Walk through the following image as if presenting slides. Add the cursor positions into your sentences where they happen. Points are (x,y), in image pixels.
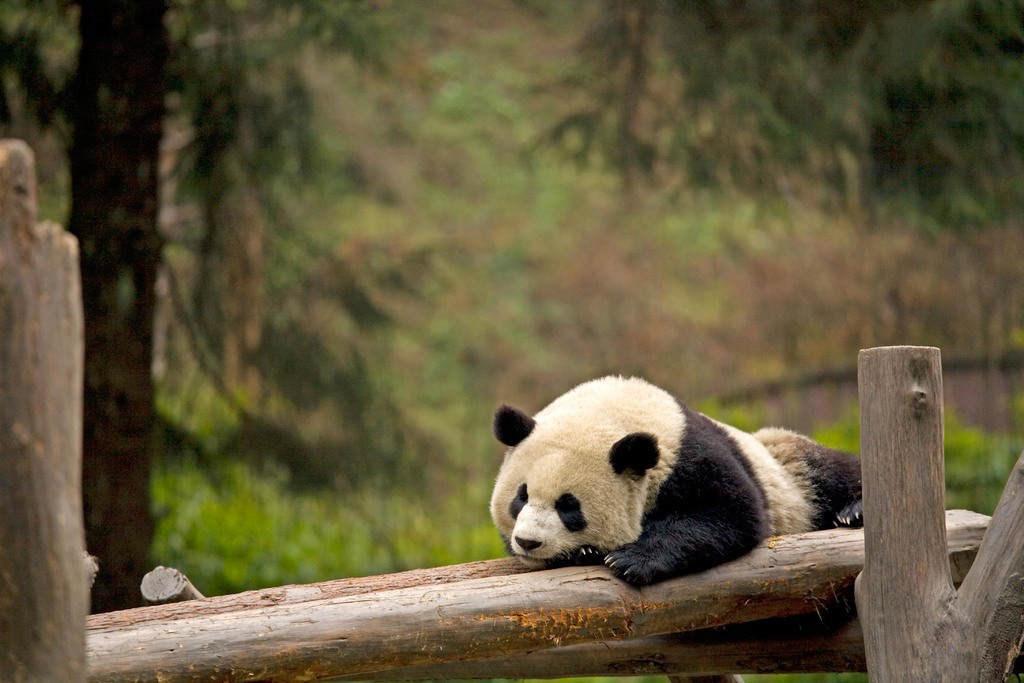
In this image, in the middle (616,383), we can see an animal (520,519) lying on the wooden trunk (455,643). On the right side (916,447), we can also see wooden rod (1006,653). On the left side (74,233), we can also see wooden rod (70,667). In the background (317,267), we can see some trees (152,210) and plants (543,209).
